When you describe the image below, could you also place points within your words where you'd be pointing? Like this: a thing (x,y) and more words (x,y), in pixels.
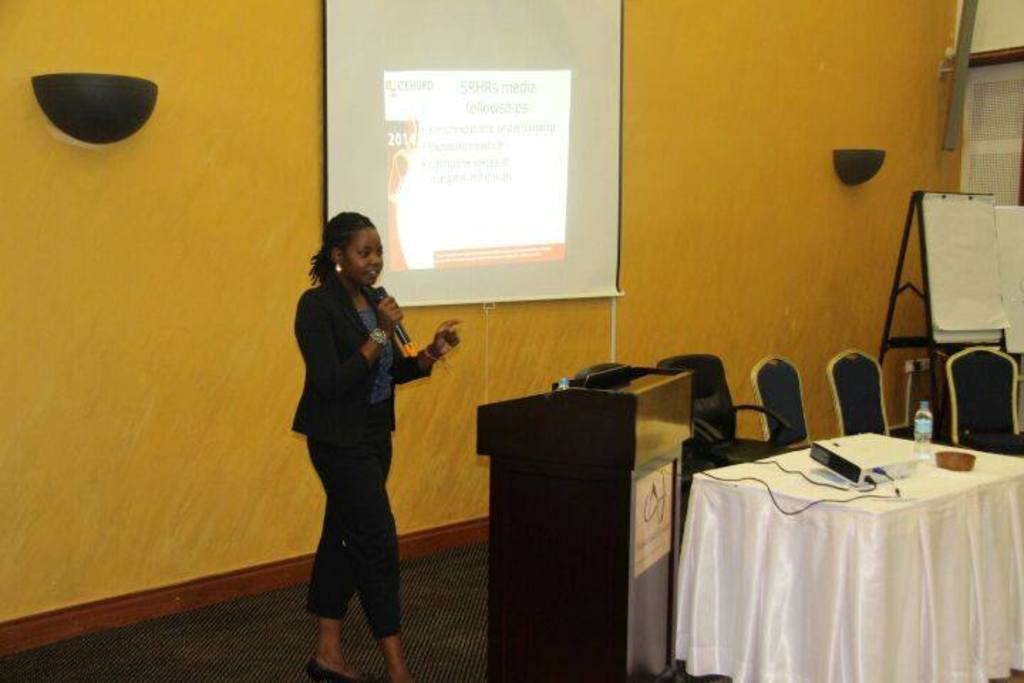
As we can see in the image there is a yellow color wall (246,226), screen (475,155), table (887,534), chairs (886,411), board (946,253) and a woman (397,306) holding mic (404,339).
